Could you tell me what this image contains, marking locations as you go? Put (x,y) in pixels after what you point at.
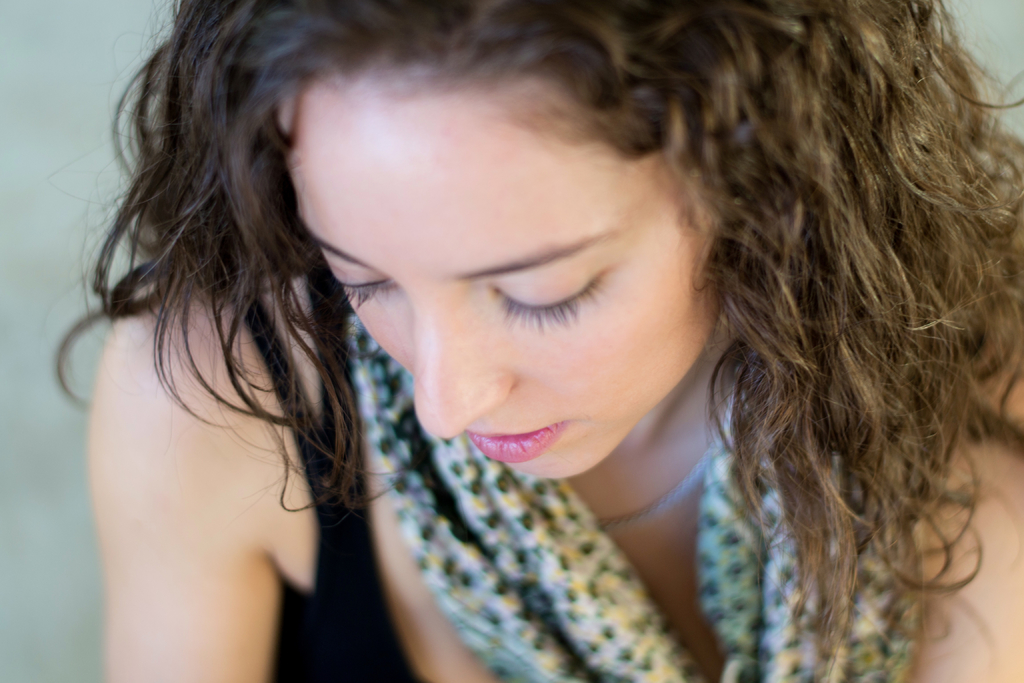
In this image I can see a woman (389,382). I can also see, she is wearing black top (361,593) and I can see this image is little bit blurry.
